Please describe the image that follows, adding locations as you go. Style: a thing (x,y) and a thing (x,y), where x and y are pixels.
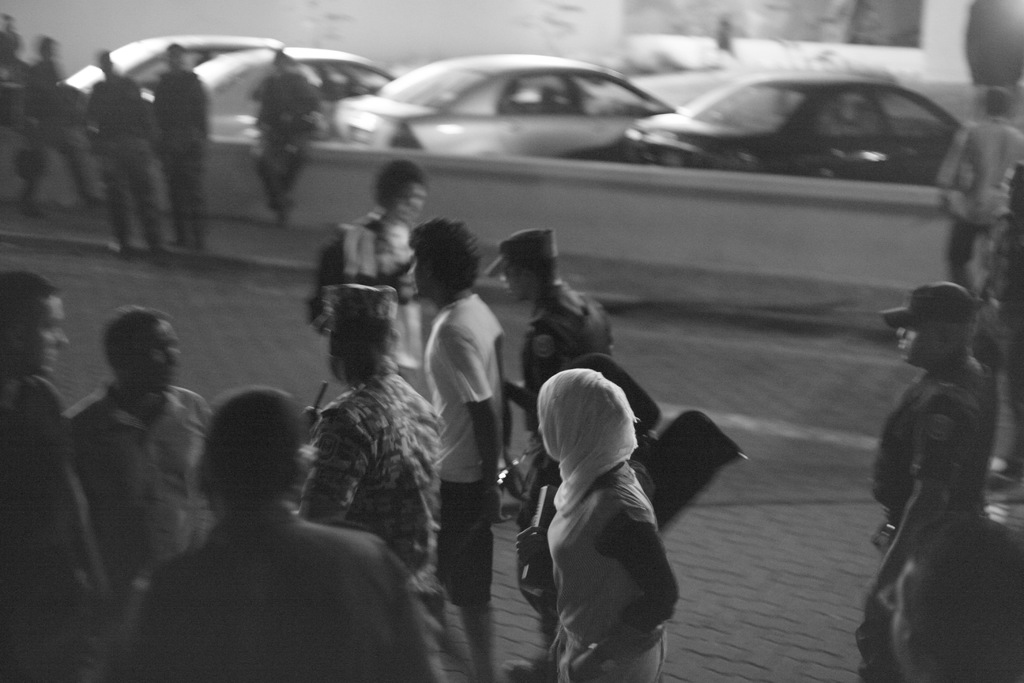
As we can see in the image there are few people (434,350) here and there, cars (576,74) and a wall (842,233).
